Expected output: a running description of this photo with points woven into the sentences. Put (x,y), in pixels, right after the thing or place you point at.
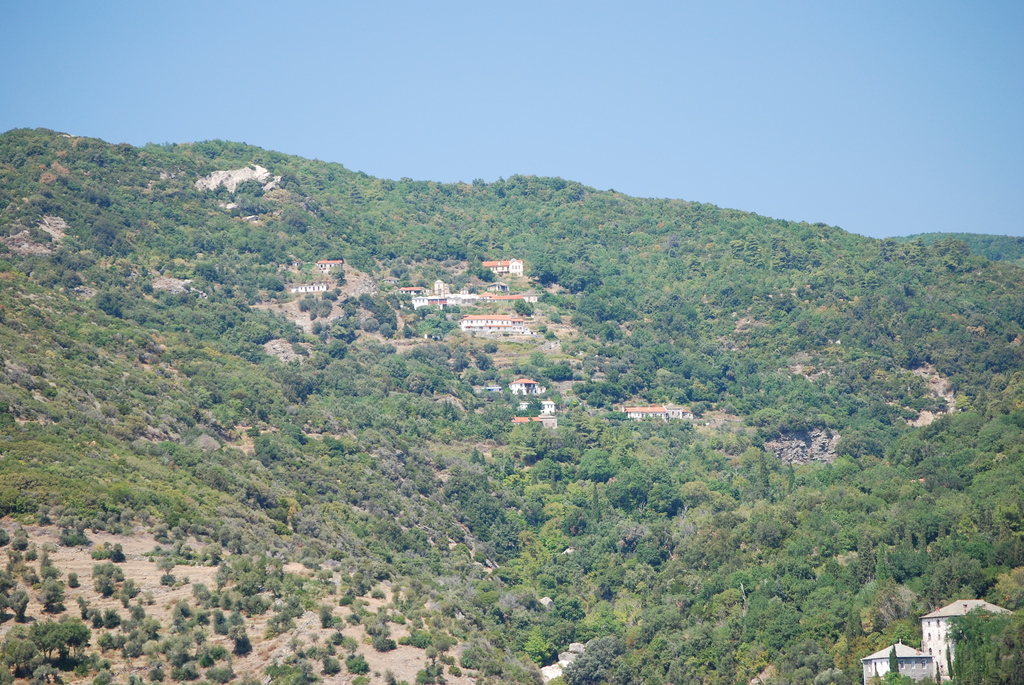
In this image I can see the ground (153,579), few trees (592,672), few buildings (500,266) which are white and orange in color and in the background (492,66) I can see the sky (730,120).
